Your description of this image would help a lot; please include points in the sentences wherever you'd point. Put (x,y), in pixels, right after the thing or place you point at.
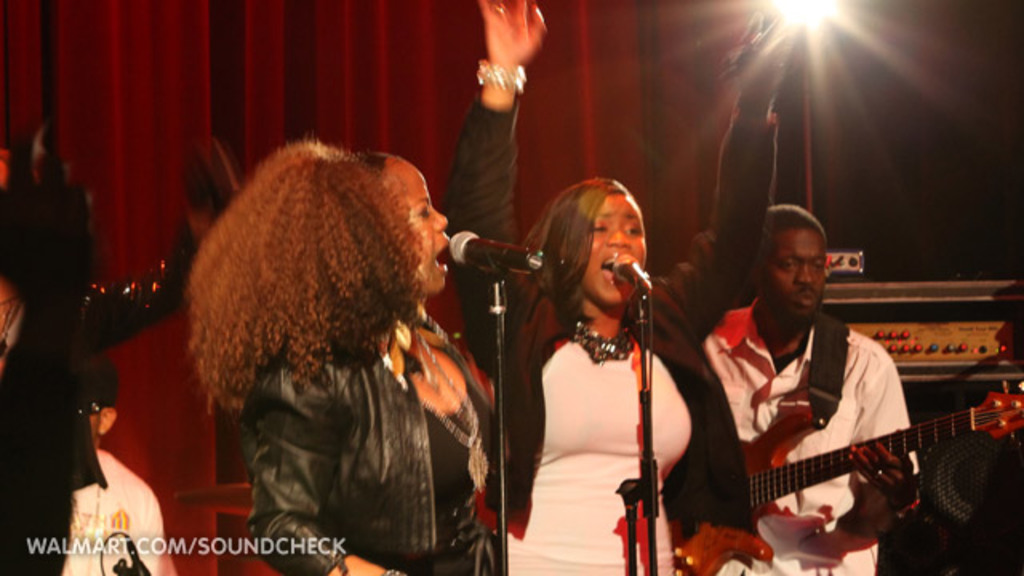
In this image i can see 2 women (427,391) and a man (857,366). The man (841,410) is holding a guitar (885,447) in his hands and the 2 woman (632,427) are standing with microphones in front of them. In the background (580,102) i can see red cloth (592,107) and some sound system (896,339).
